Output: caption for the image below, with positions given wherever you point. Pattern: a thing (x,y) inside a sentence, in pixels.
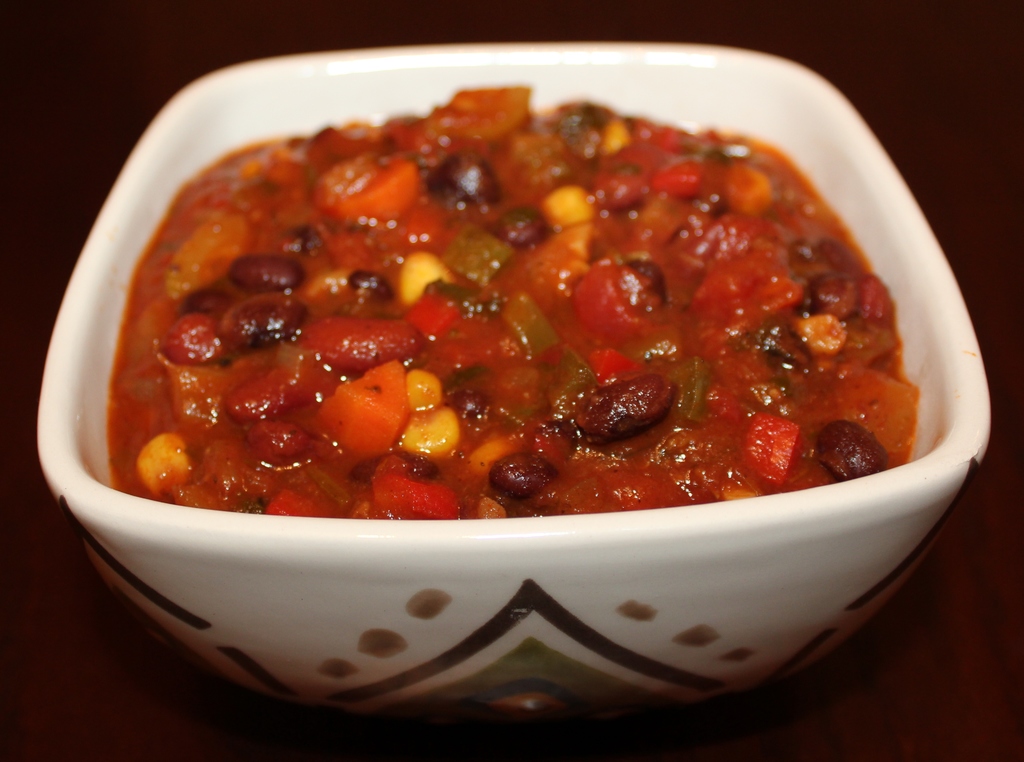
In this picture we can see a white bowl (502,658) on an object (373,734) and in the bowl (268,589) there is some food item (360,247).
